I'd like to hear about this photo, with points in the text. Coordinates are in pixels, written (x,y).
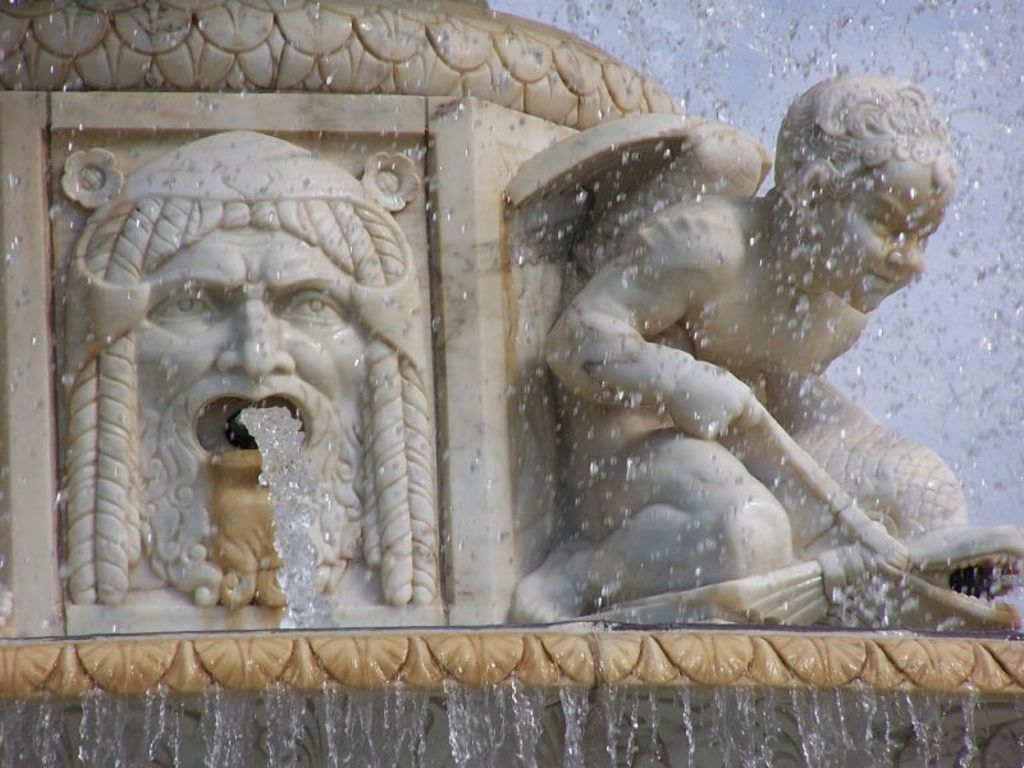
In this image, we can see sculptures (735,357) releasing water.
